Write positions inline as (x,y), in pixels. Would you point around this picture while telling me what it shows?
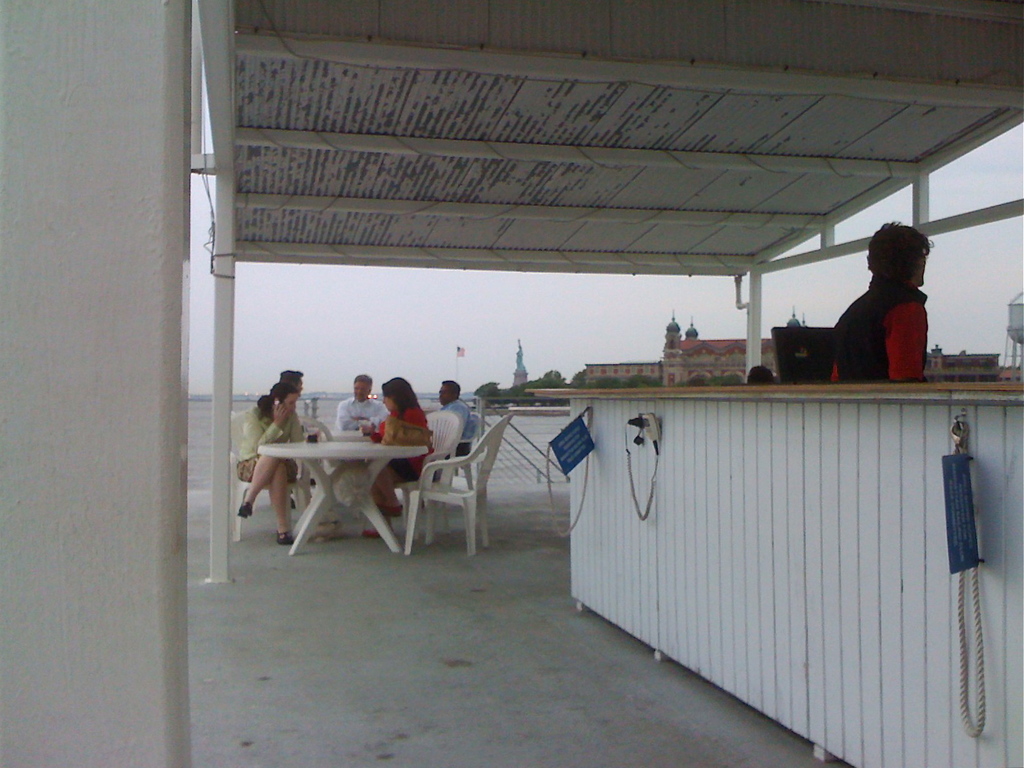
To the right corner (795,502) there is a table (833,386). In front of table (834,420) there is a man (881,328) with black jacket (887,351) and red shirt (911,350). In to the left side (304,459) there is a table (360,449) and few people (404,419) are sitting in the chair (435,438). And to the left corner (135,413) there is a pillar (135,413). And in the background (678,369) we can see a building (707,358) and some trees (503,390). a flag (463,352) and a sky (374,324).
